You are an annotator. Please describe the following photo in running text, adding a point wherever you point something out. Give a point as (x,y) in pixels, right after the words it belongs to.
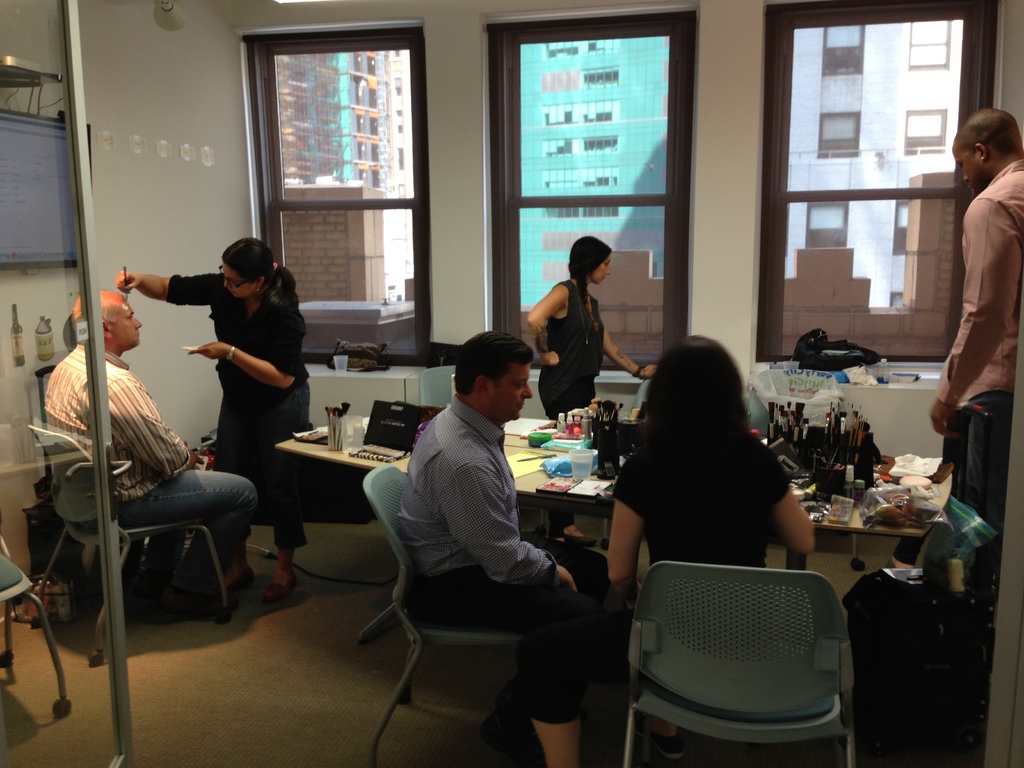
Here we can see three persons (542,557) are sitting on the chairs (169,525). This is table (557,451). On the table (602,505) there are bottles (573,415), papers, and a bag (421,414). This is floor (296,644). Here we can see three persons (961,331) are standing on the floor (267,726). This is wall (173,118) and there is a glass (614,213). From the glass (565,151) we can see buildings (815,91). And this is a screen (42,194).
